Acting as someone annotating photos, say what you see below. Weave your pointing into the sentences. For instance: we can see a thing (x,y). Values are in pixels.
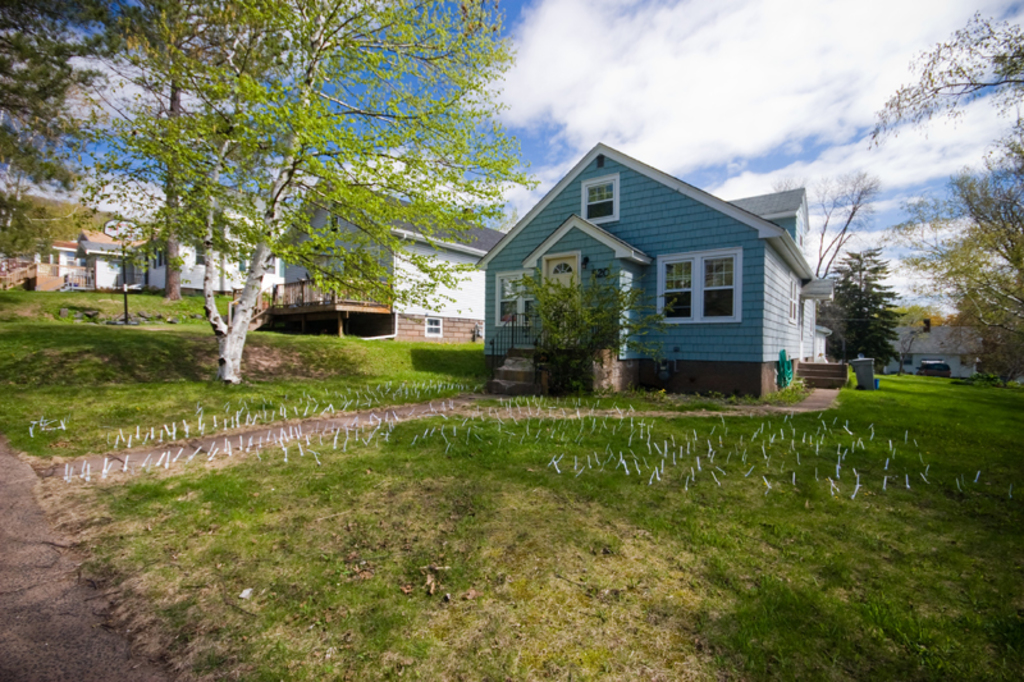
We can see grass (814,549), trees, pole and houses (776,341). In the background (807,38) we can see sky (817,163) with clouds (845,33).
